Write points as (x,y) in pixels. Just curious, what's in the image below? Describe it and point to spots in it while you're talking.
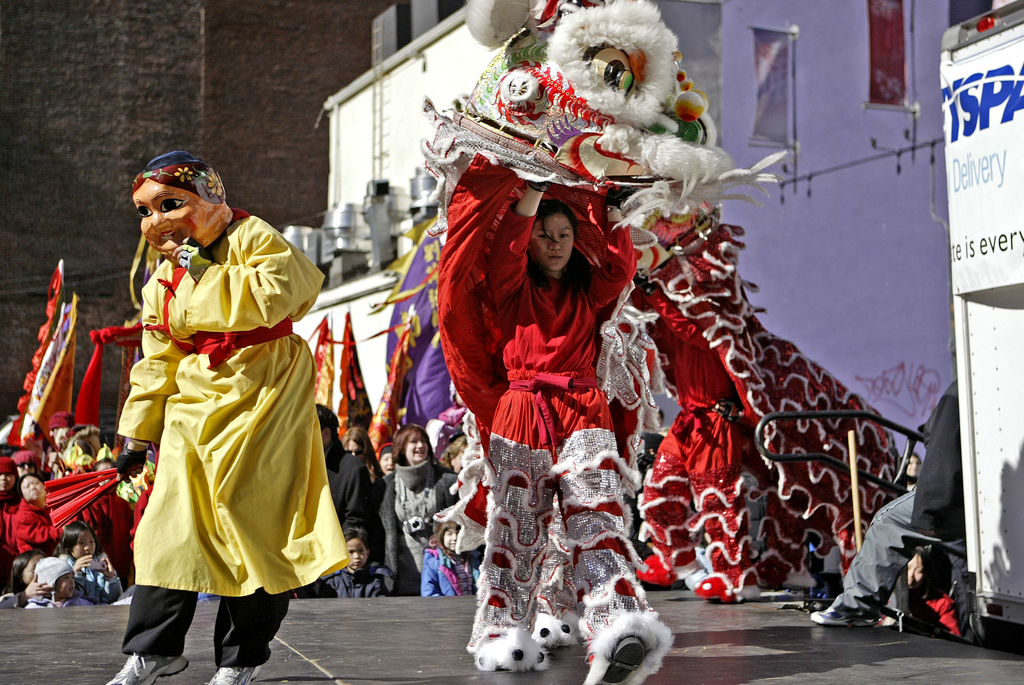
In this image there are groups of persons (166,517), there is a woman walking and holding an object (579,55), there is a person (204,370) holding an object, there is a person (887,544) sitting towards the right of the image (929,494), there is an object (986,225) towards the right of the image (966,355), there is a stage (295,651) towards the bottom of the image (382,622), there is the wall (898,295) towards the top of the image (225,72), there are flags (319,363).
